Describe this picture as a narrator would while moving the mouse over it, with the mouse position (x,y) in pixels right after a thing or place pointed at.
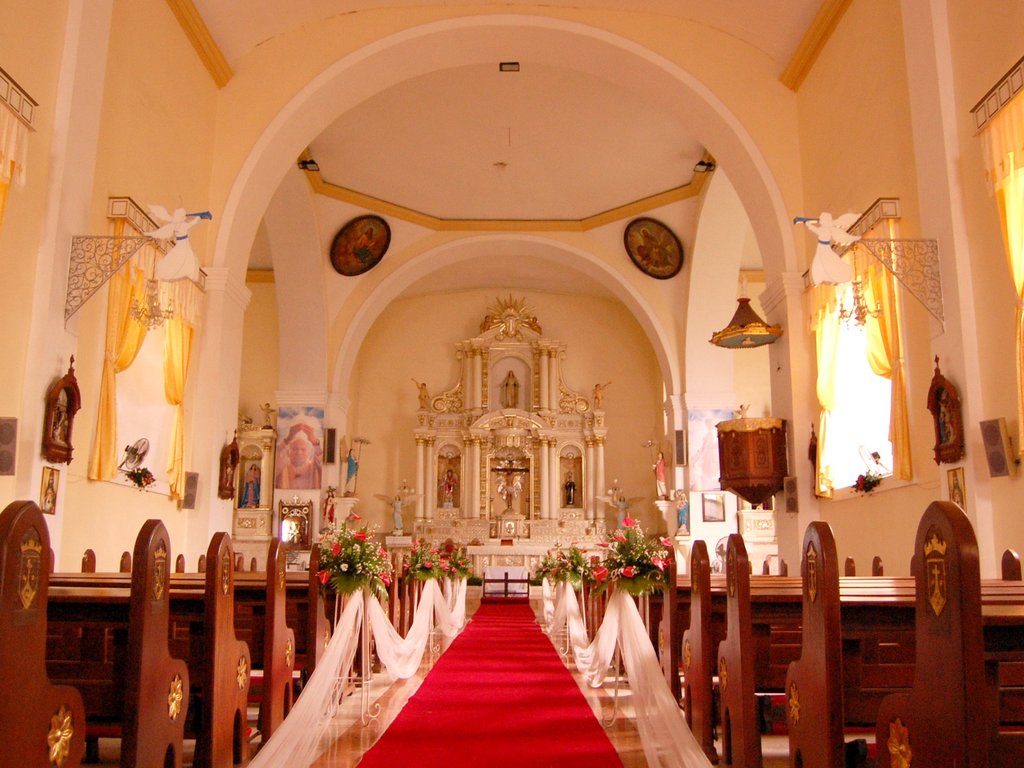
In this image I can see the inner part of the building (524,176), I can also see few flowers (622,575) in pink color. Background (407,473) I can see few statues (504,388) and I can also see few frames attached to the wall (563,328) and the wall (315,279) is in white color and I can also see few curtains (112,309) in cream color.
